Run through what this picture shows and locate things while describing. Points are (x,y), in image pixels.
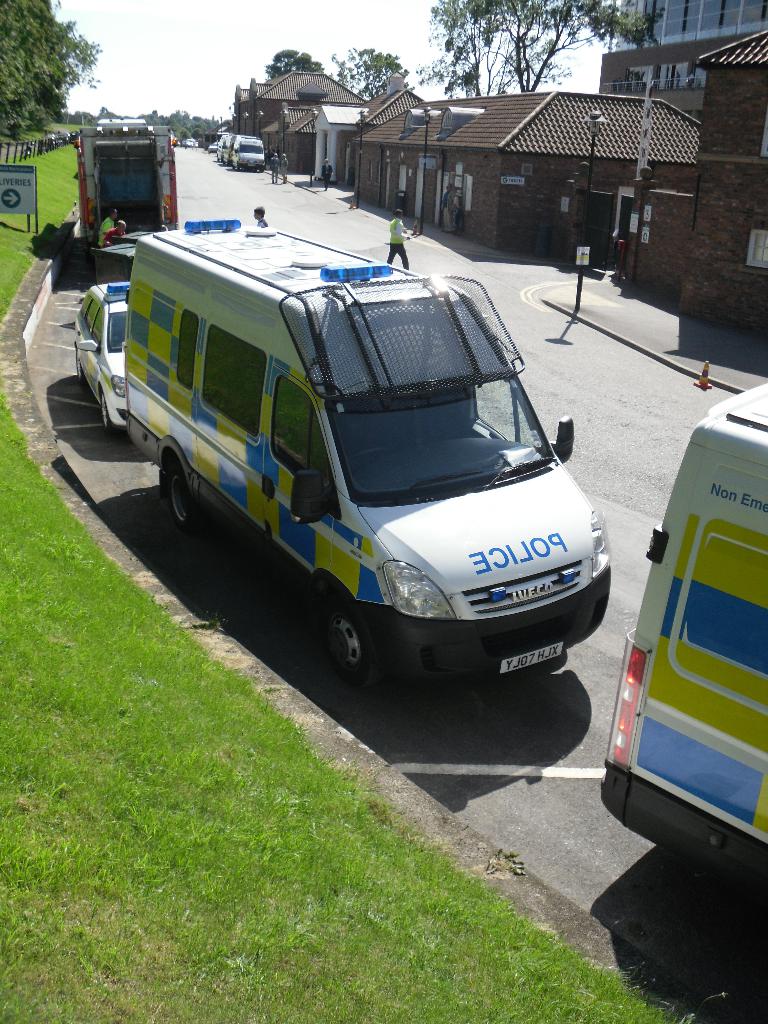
In this image in the middle (328,542) on the road (288,219) there are few vehicles (294,250). People (329,166) are walking on the road (93,243). On the top (593,204) there are many buildings (300,90), trees (451,91). Beside the road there are street lights (312,147). In the left (20,202) there are trees (17,46), sign board (24,181). The sky (107,66) is clear.
